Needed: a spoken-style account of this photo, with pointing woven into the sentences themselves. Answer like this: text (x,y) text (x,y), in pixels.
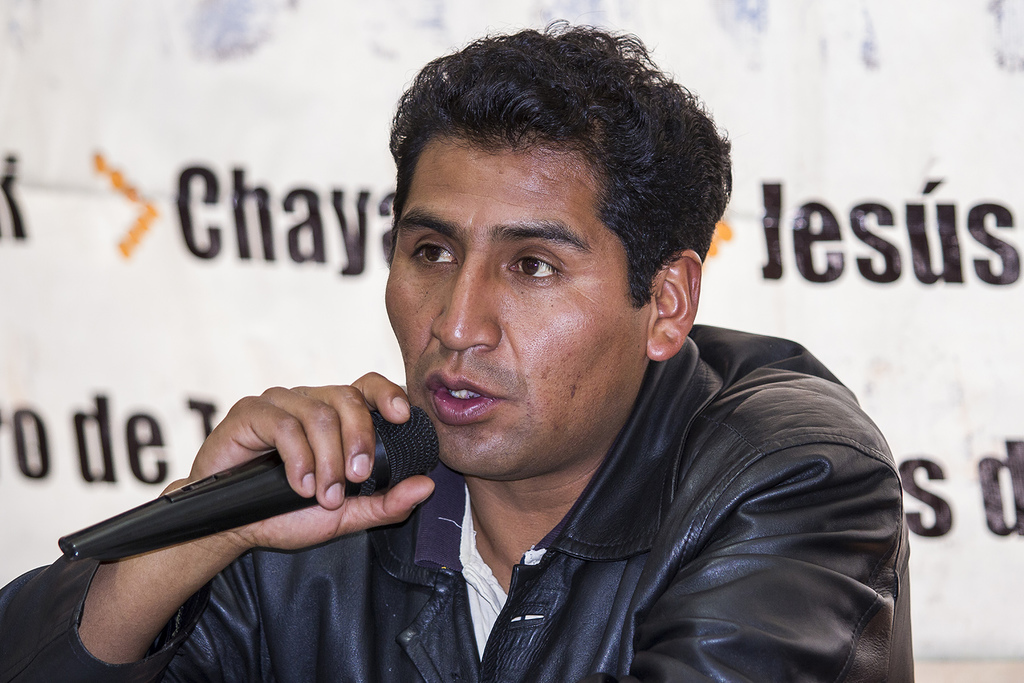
In this picture we can see a person (512,439) in black jacket (808,447) and holding a mike (275,510) in his right hand (266,525).
